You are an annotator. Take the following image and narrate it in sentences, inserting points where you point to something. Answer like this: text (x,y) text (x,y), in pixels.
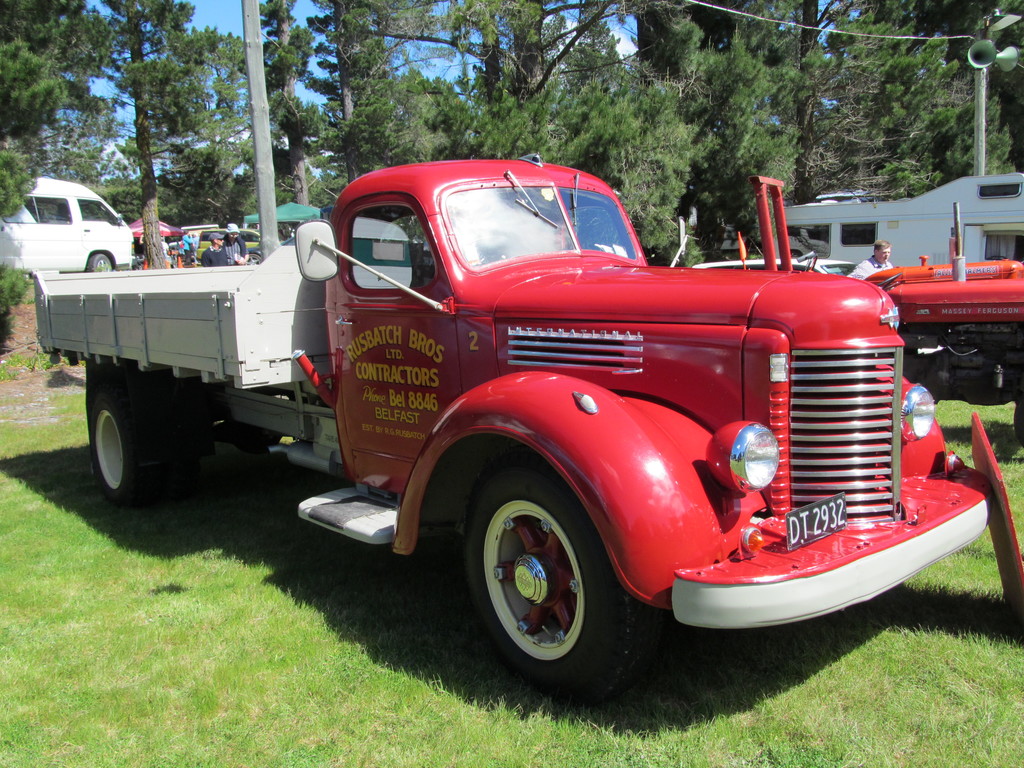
In this picture I can see vehicles (916,494), there are group of people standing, there are canopy tents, there are megaphones (973,49) to a pole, there are trees (362,69), and in the background (559,46) there is sky (826,35).
